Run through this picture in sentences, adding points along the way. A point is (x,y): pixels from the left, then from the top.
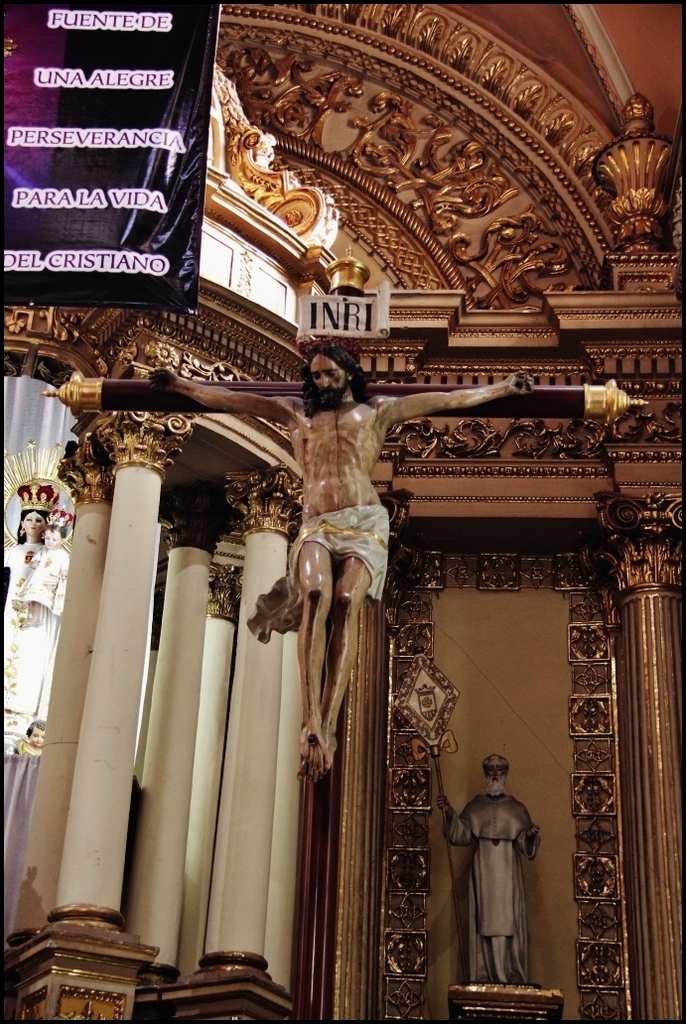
In the picture I can see the pillars (178,571) of the cathedral construction (164,526). I can see the banner (189,166) on the top left side (189,133). I can see the statues (309,347) of the religious figures (312,423).
